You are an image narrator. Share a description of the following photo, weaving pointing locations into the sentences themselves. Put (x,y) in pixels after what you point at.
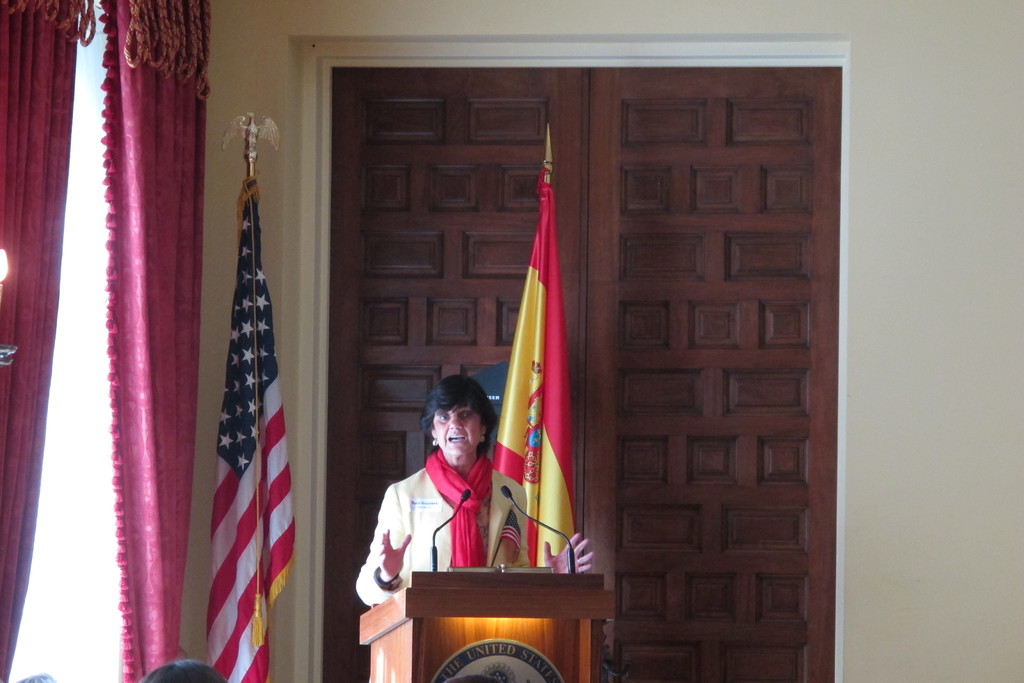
In this image in front there are people (184,666). There is a person (471,513) standing in front of the dais (484,584). On top of it there are mike's (444,524). Behind her there are flags (245,385). There is a wall (944,358). On the left side of the image (180,377) there are curtains (170,573). There is a light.
